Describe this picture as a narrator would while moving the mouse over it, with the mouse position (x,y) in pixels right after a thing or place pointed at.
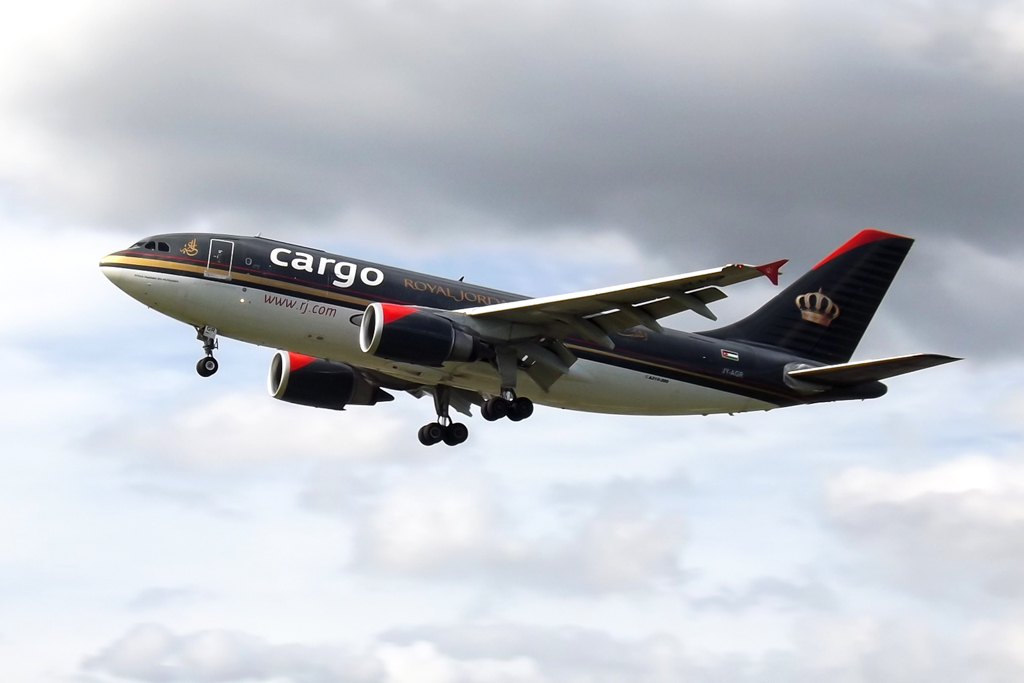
The picture consists of an airplane (482,324) in the air. Sky (210,156) is cloudy.
